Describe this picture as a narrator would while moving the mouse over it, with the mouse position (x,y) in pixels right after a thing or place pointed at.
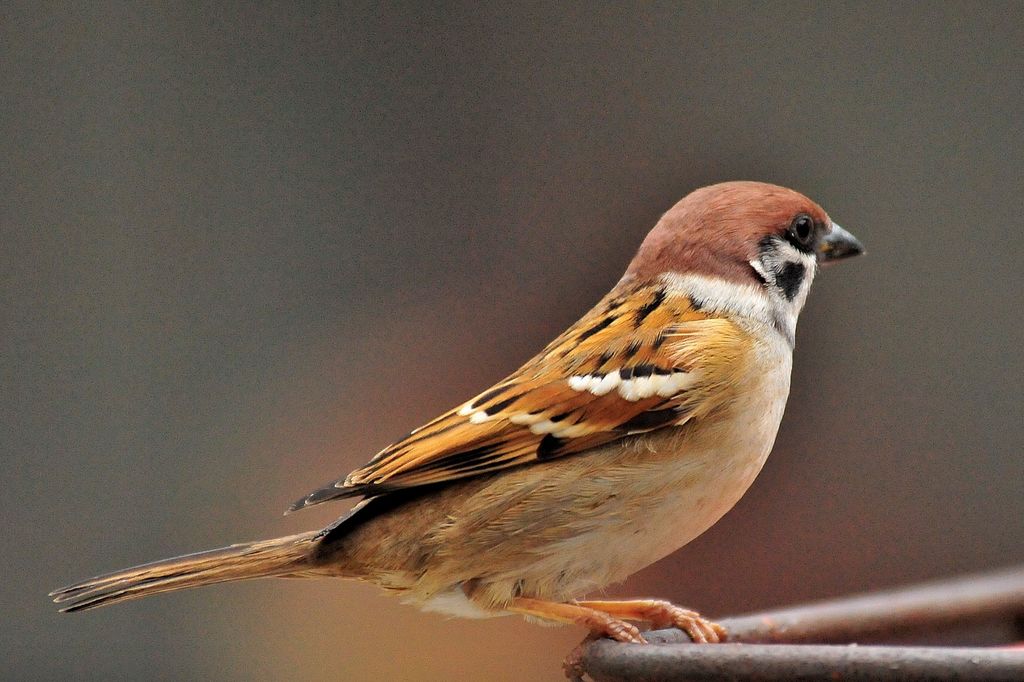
In the picture I can see a bird (727,343) standing on a iron rod (640,674).
